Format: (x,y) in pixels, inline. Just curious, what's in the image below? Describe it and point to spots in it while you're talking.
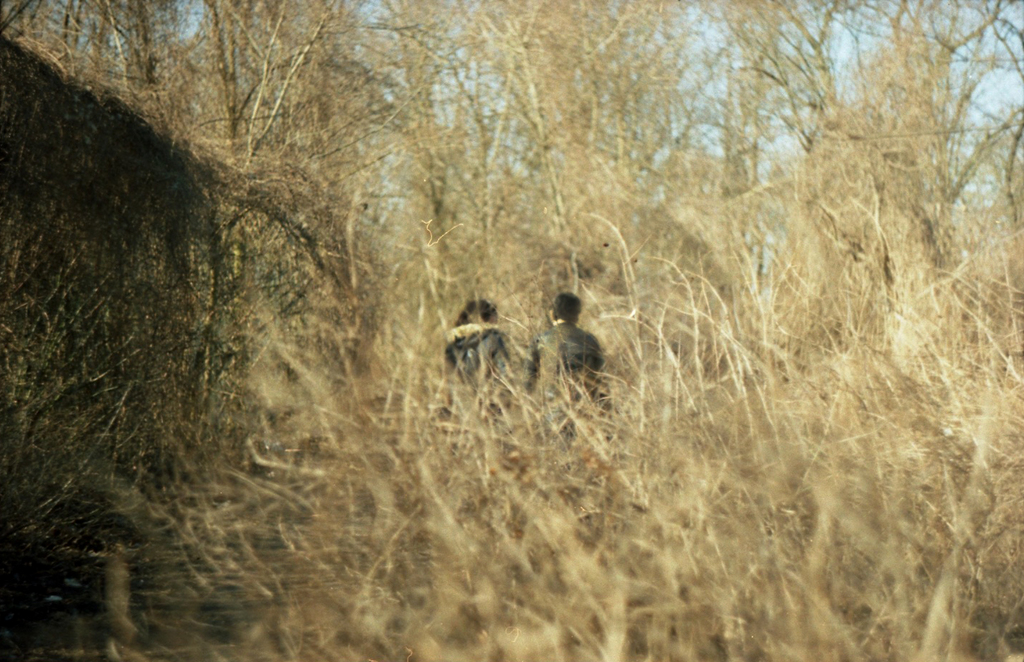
In this image I can see many dry plants (261,527) and trees (487,86). In the middle of the image (492,361) there are two persons (485,336) facing towards the back side (471,325).
